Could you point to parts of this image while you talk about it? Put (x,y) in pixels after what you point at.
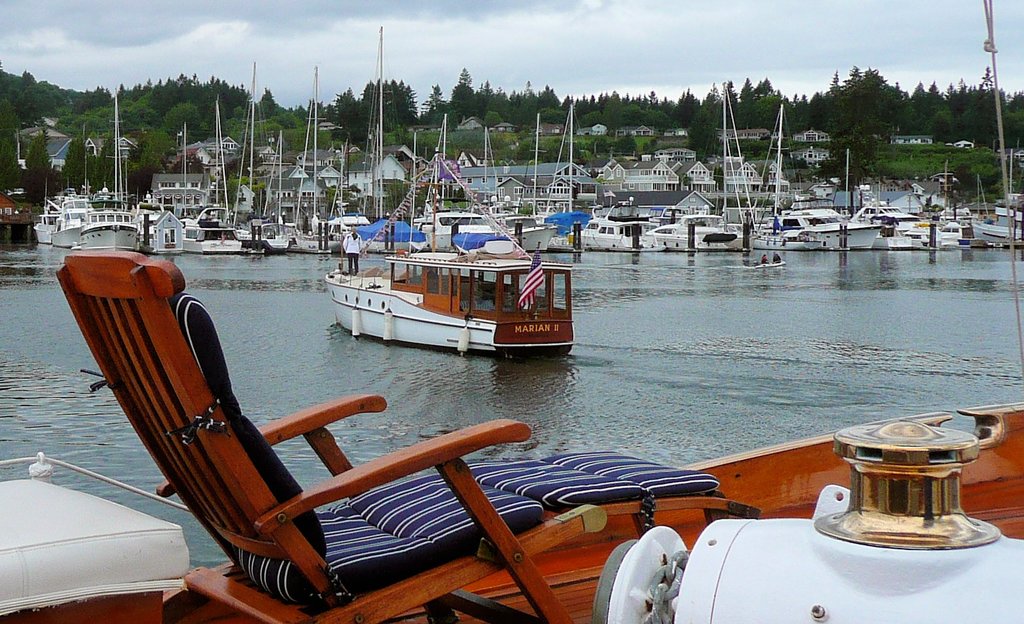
This image is taken outdoors. At the top of the image (331,51) there is a sky (708,47) with clouds (951,37). In the background (227,133) there are many trees (622,124) and plants (930,147) on the ground (908,175) and there are many houses (660,176). In the middle of the image (509,288) there are many boats (137,217) on the river (565,256) and there are many poles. At the bottom of the image (575,560) there is a boat (667,547) and there is a resting chair (265,461) in the boat (785,533).
